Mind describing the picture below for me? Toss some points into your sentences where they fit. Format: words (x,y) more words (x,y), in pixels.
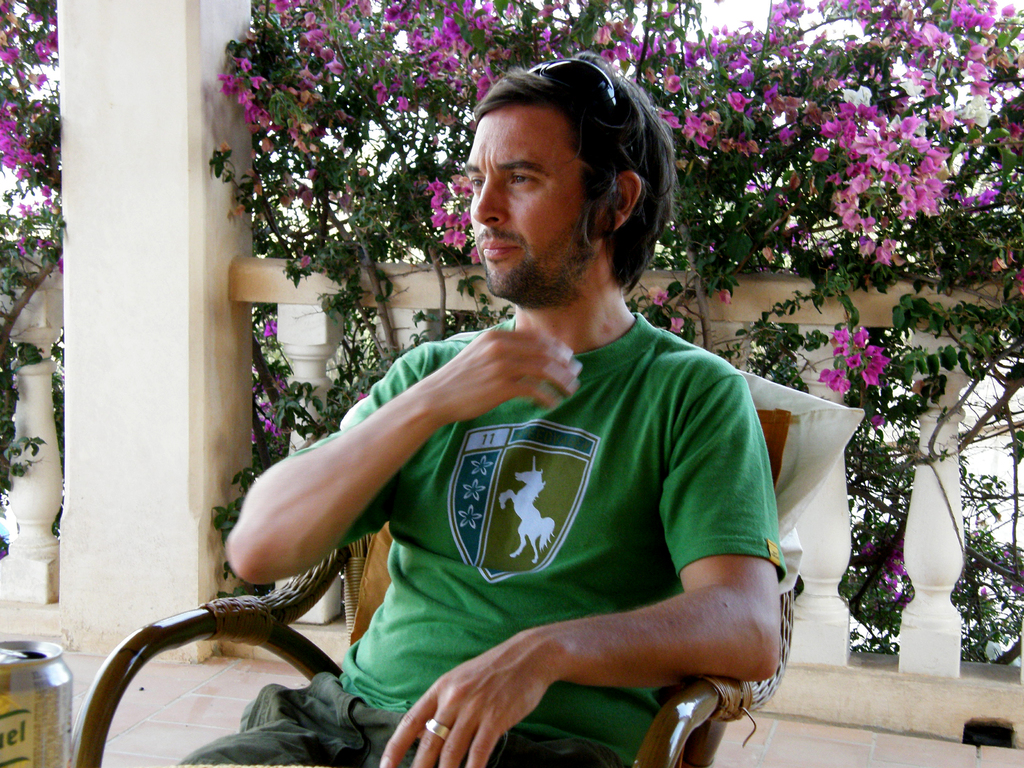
In this image, we can see a man (538,638) is sitting on the chair (711,758) and seeing left side. Background (29,314) we can see a railing (50,545), pillar (112,557), tree (1006,156), flowers (875,363). Left side (24,714) bottom corner, we can see a tin (27,729). Here there is a floor (829,747).
